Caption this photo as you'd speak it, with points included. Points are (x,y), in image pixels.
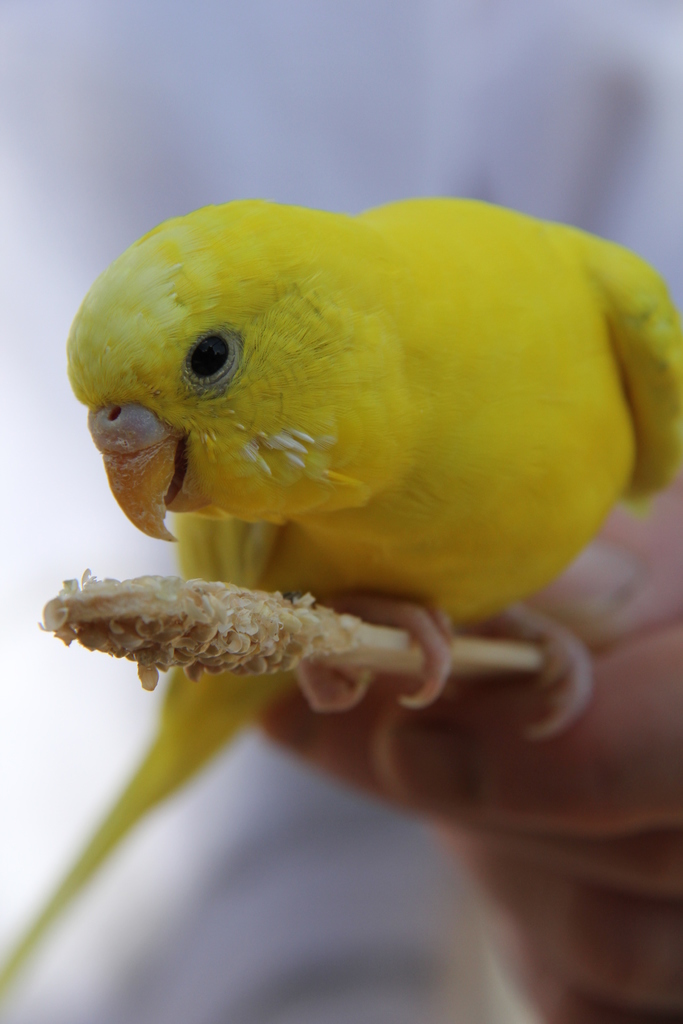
In the center of the image (249,662) we can see one human hand (498,762) holding one stick (512,650). On the stick (383,646), we can see one bird (320,478), which is in yellow color.
